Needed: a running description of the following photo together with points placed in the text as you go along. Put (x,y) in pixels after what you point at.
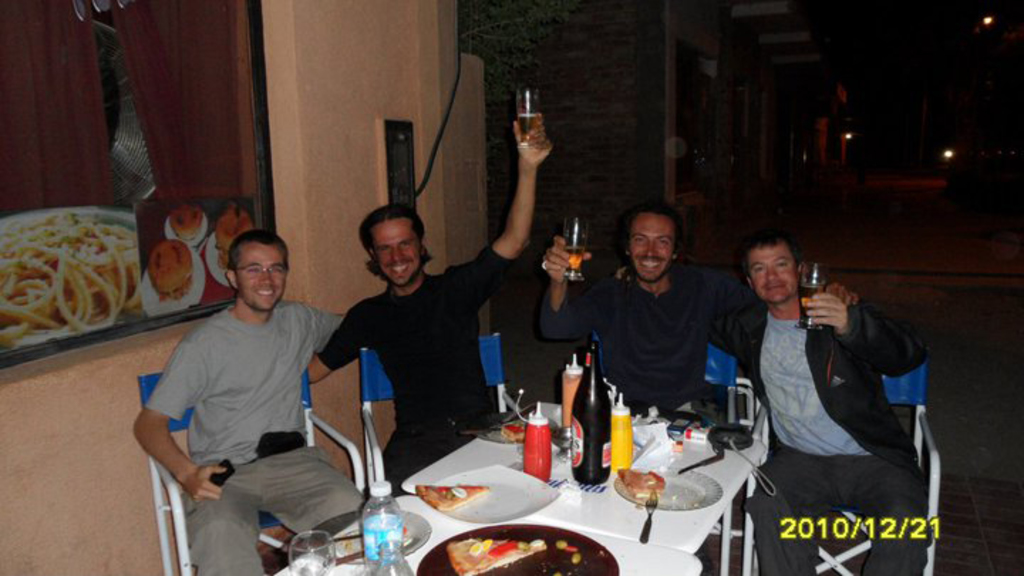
In this image there are 4 people (786,371) sitting in chairs (182,541) and on table (640,552) there are pizza slices (481,555), plates (681,506), forks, sauce bottles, wine bottle (575,448), water bottle (394,565), camera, pouch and at the back ground (340,227) there is frame (79,22) attached to wall (362,257), door (683,101), lights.
